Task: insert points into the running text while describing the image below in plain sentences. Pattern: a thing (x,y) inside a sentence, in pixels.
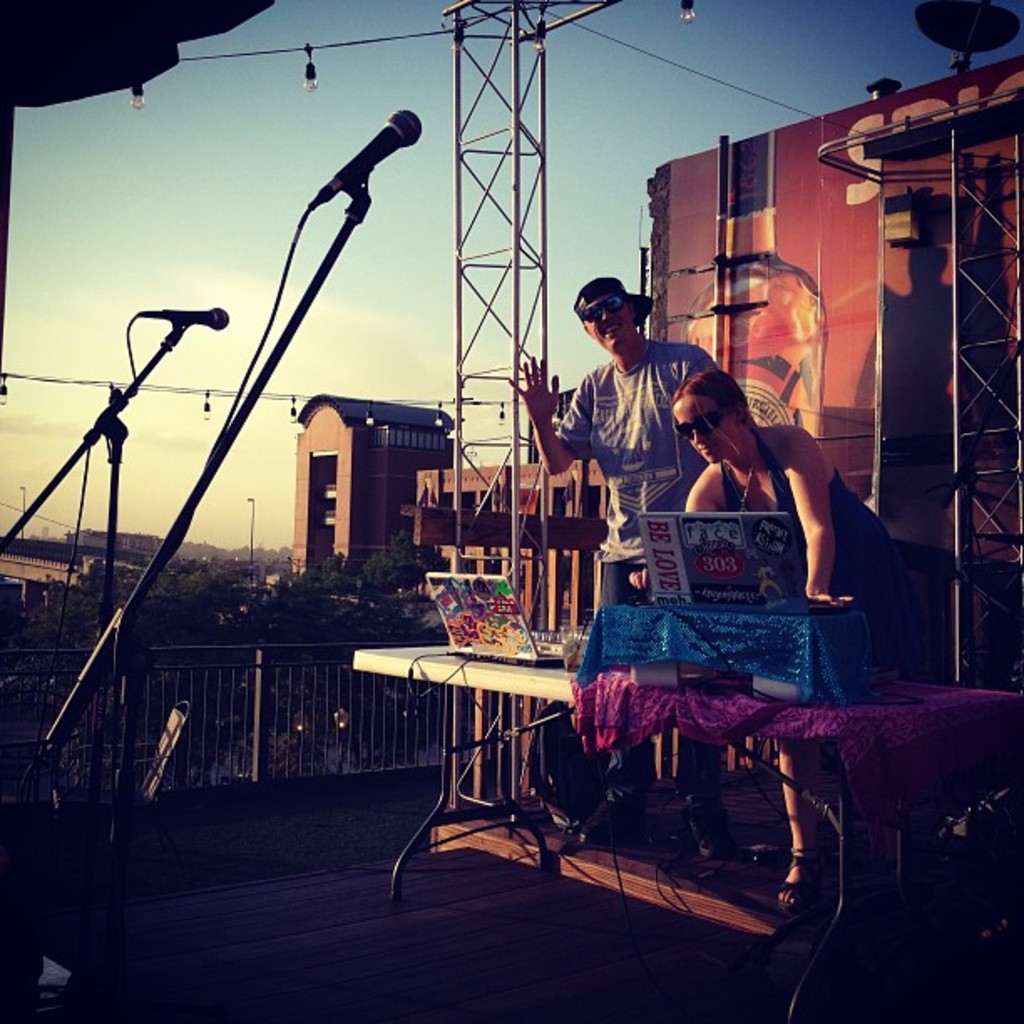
There are two persons (664,421) standing. This is a table (519,691) with two laptops (527,642) and I can see another object (763,687) covered with blue cloth (827,662). Under the table (502,688) I can see a bag (582,798) and some cables (609,827). These are the mics (362,169) attached with a mike stand (91,659). At background (325,420) I can see buildings (405,509) and trees (279,598). These are the lights (313,63) hanging. This looks like a poster (806,353).
